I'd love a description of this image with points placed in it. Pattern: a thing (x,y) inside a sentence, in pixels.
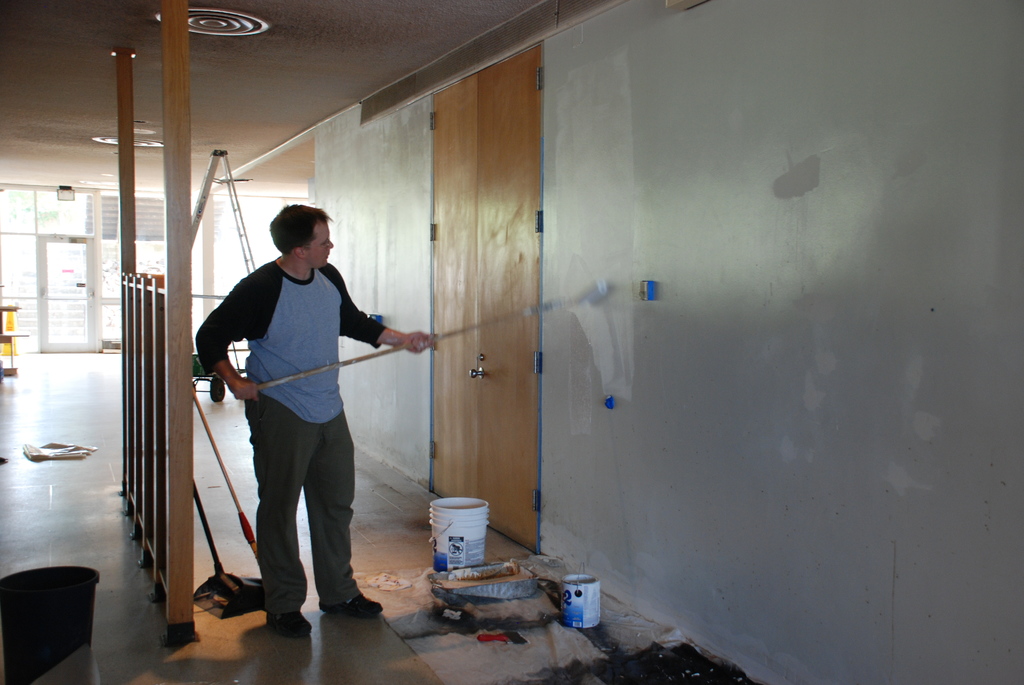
In this picture we can see a man (275,412) is holding a stick (348,362) and doing some work on the wall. On the floor (347,646) there is a bucket (453,548), brush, ladder (237,232) and other things (485,641). Behind the man (272,364) there are glass windows (215,249) and a wall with a wooden door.
